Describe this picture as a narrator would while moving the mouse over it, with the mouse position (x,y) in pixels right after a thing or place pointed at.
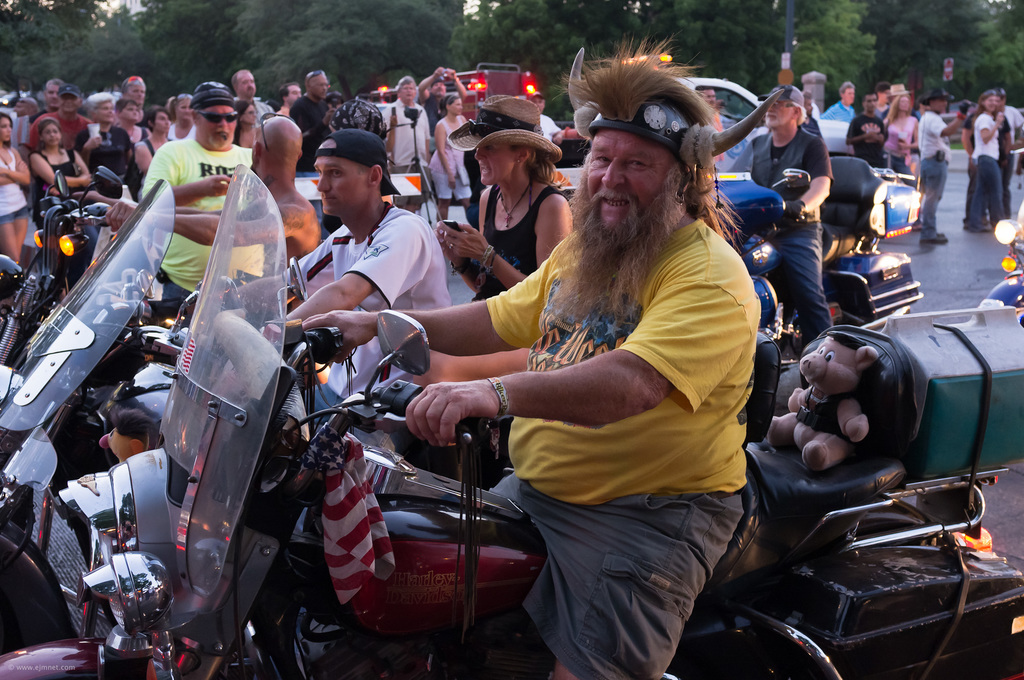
In this image we can see a man (709,415) wearing yellow t shirt (565,463) is riding the bike (484,506) and having a toy (844,400) in his back seat (874,385). He is wearing a horned helmet (643,130) on his head (652,174). In the background (502,220) we can see there are many people (492,152) with bikes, cars (737,147) and trees (513,52).
